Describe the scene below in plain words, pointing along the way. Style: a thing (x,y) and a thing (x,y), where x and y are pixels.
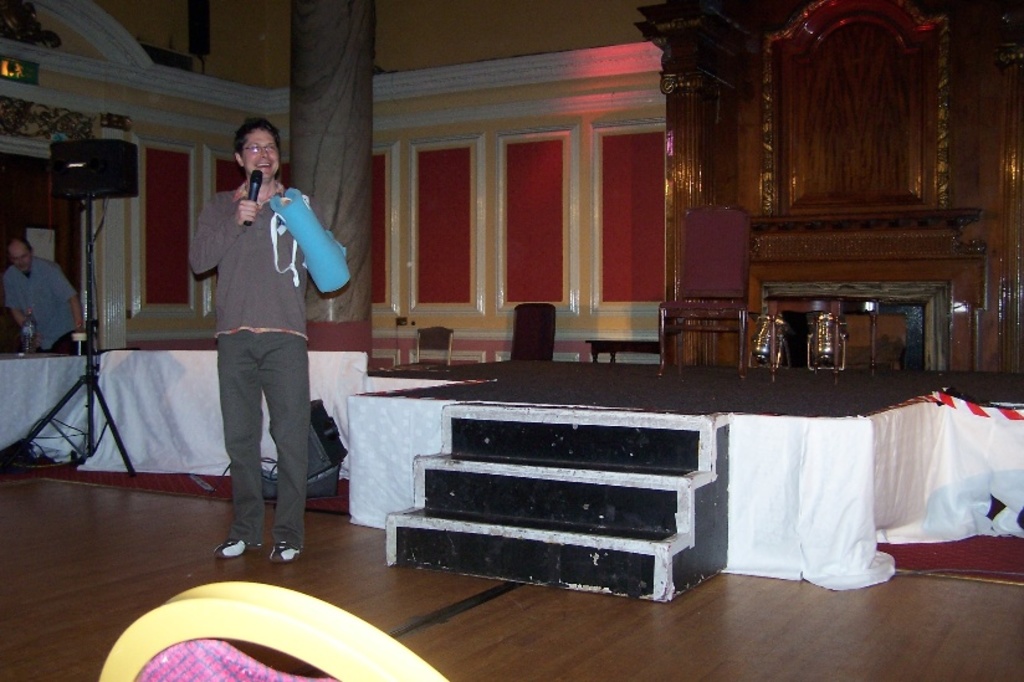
This is picture taken in a room (694,479), this is a stage (702,390) in front of the stage (377,400) there is a man (239,294) standing and holding the microphone (252,199) the man (266,372) is standing on the wooden floor (187,553). And there is a stand (87,326) and speaker (93,168) background of the man (252,233) there is a wall (193,134) with red and gold color painting (484,195). On the stage (552,376) there is a chair (693,293) with a light (756,358).
